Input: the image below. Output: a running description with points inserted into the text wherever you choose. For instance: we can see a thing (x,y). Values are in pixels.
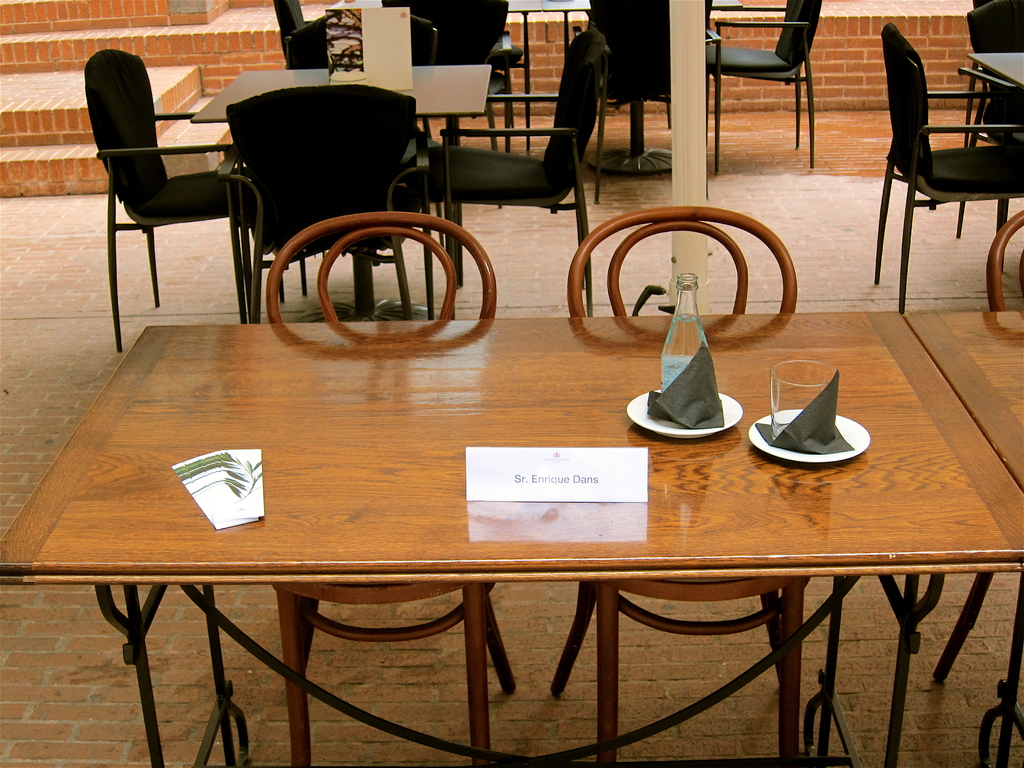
The picture is taken in a restaurant (422,713). In the foreground of the picture (988,542) there are tables (963,462), chairs (276,236), bottles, glasses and other objects (493,495). In the background (56,59) there are steps (171,80).
